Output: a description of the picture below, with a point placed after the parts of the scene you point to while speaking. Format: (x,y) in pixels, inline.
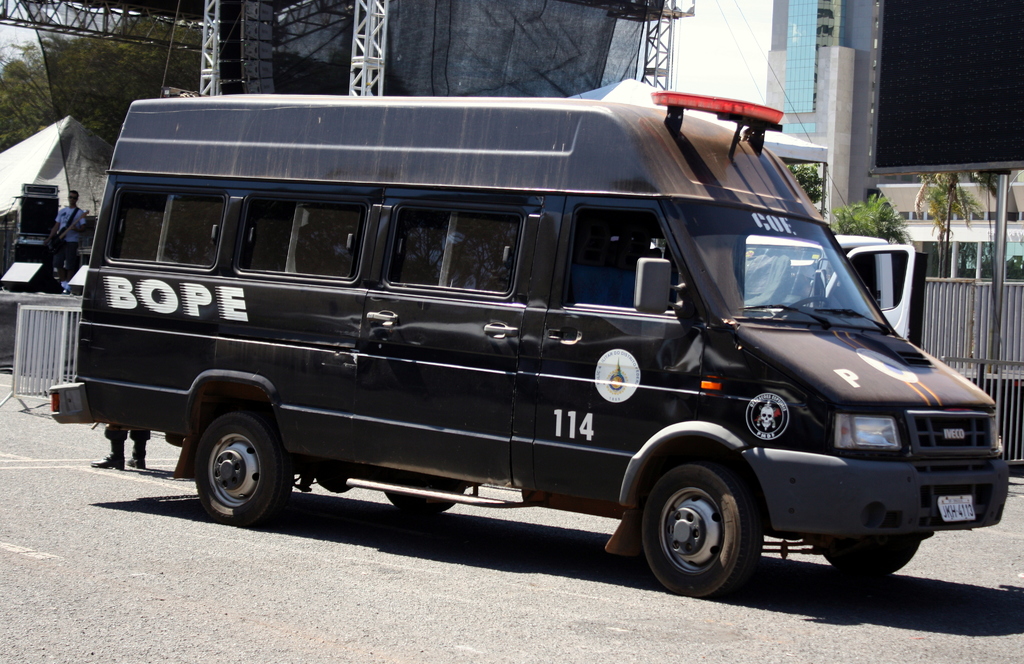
In this image we can see a black color van (374,398) on the road (448,580). Behind building (796,53), pole (998,251), board (971,102) and trees (873,219) are there. Left side of the image (49,316) one fencing (60,340) and man (72,211) is standing.
